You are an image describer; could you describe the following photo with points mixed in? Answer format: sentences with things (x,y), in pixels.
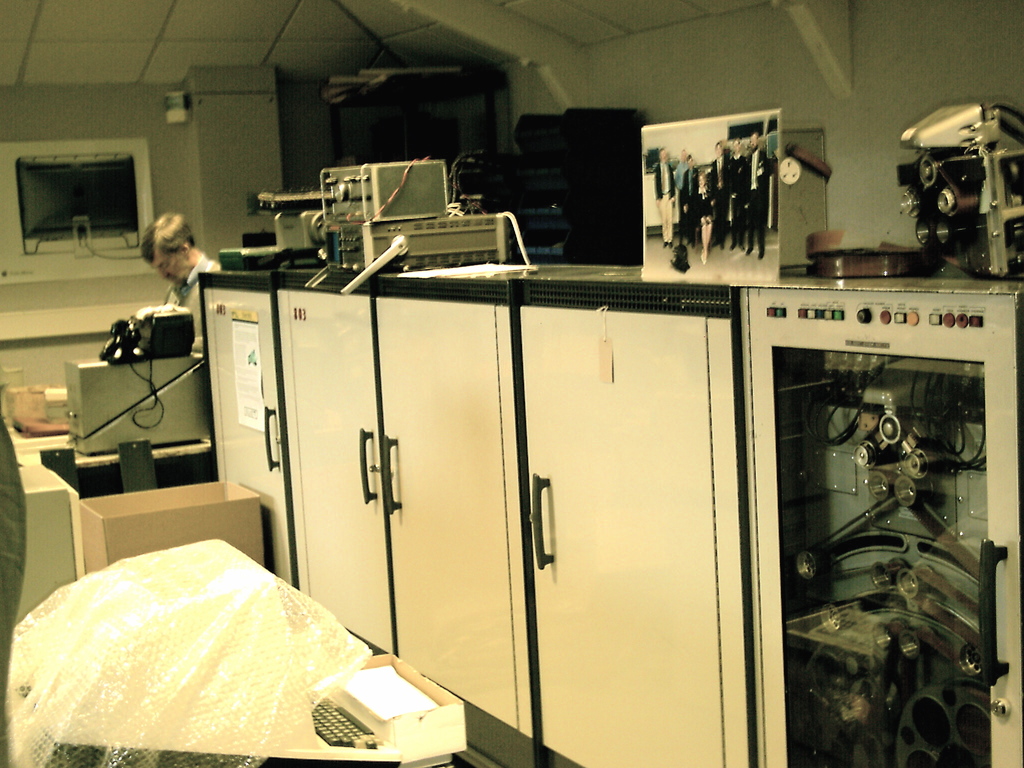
In the image we can see there is a person (187,294) standing and there are electronic items (498,233) kept on the table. There is a wardrobe (550,619).
